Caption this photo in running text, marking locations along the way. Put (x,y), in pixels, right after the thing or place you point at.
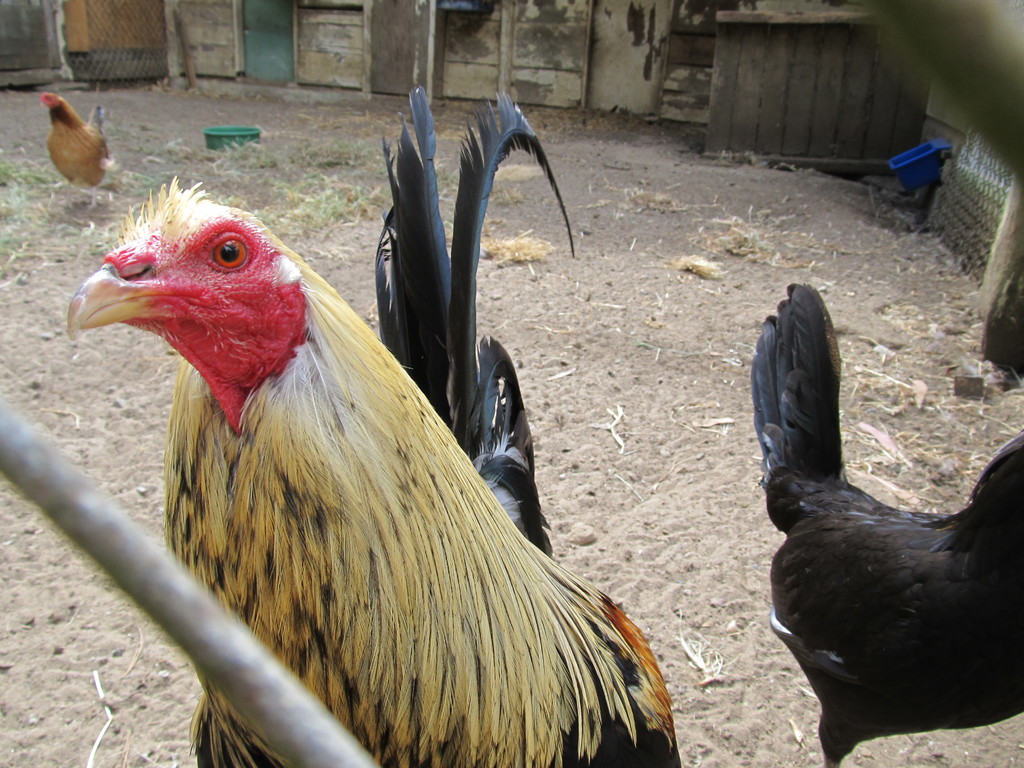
In this image we can see hens (511,363) on the ground (736,460). Here we can see grass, rod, and baskets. In the background (830,162) we can see wall (201,50).
